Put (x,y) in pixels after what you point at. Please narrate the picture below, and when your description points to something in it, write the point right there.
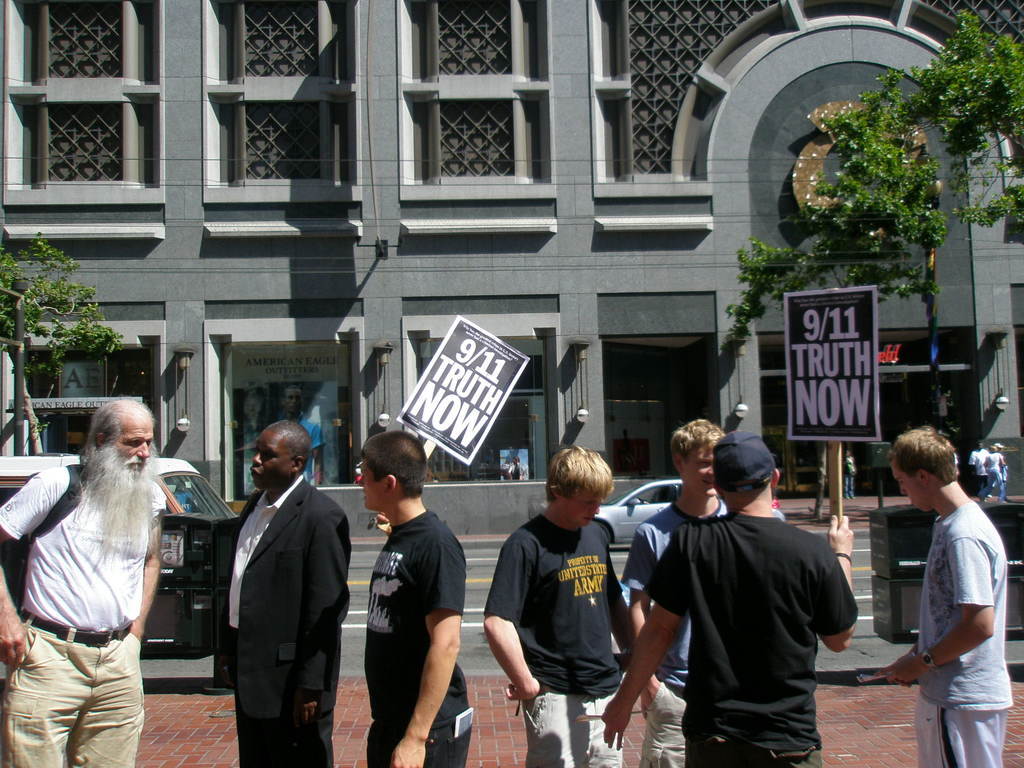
In this picture we can see some people (325,725) on the ground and two people (383,655) are holding posters (420,407) on sticks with their hands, vehicles (160,481) on the road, trees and some objects (218,562) and in the background (121,235) we can see a building (479,217).
